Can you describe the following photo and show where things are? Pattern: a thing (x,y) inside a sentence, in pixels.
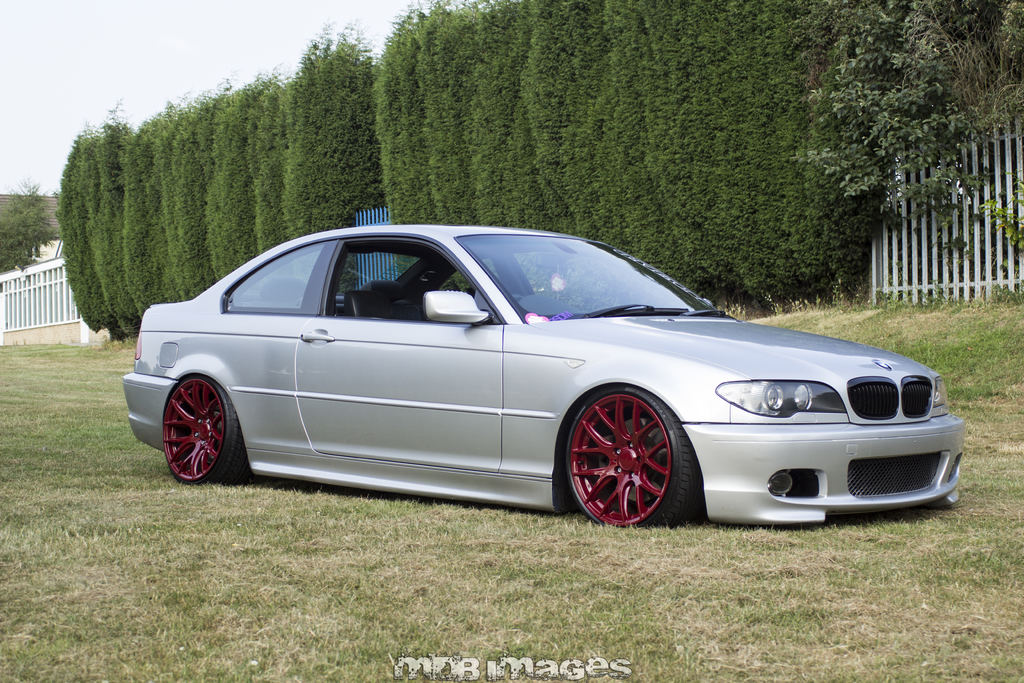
In this image we can see a silver color car (368,328) parked on the grass (83,528). In the background (804,285), we can see trees (63,230), fence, roof (44,200) and the sky (158,32) in the background (269,48).
